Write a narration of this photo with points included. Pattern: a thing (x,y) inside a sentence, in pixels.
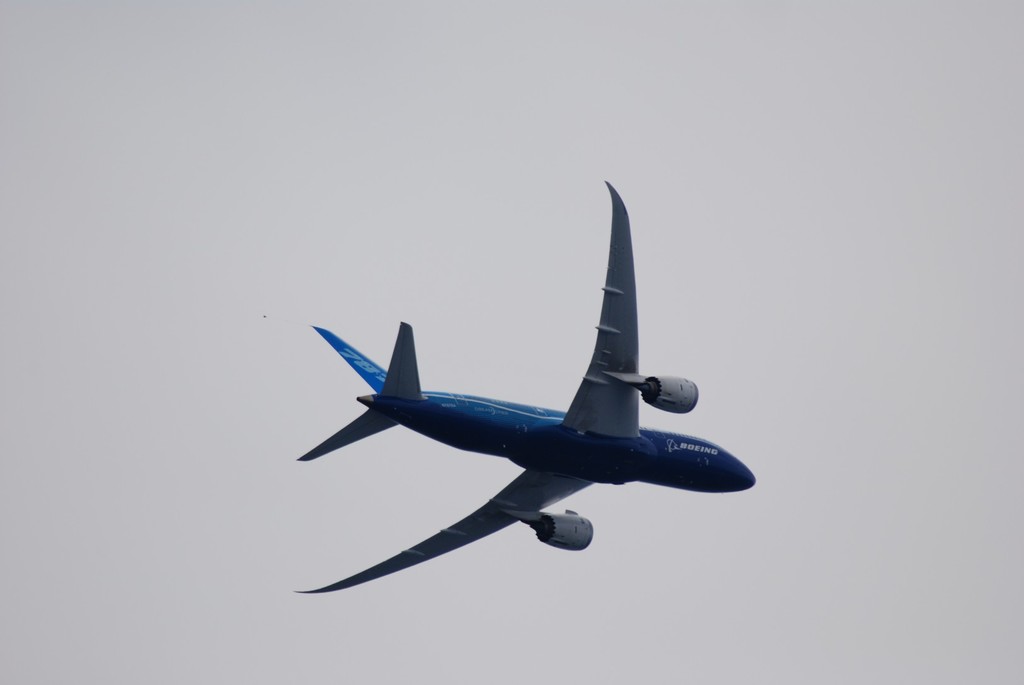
In this picture I can observe an airplane (578,451) which is in blue color. In the background (354,386) there is sky (376,172).
